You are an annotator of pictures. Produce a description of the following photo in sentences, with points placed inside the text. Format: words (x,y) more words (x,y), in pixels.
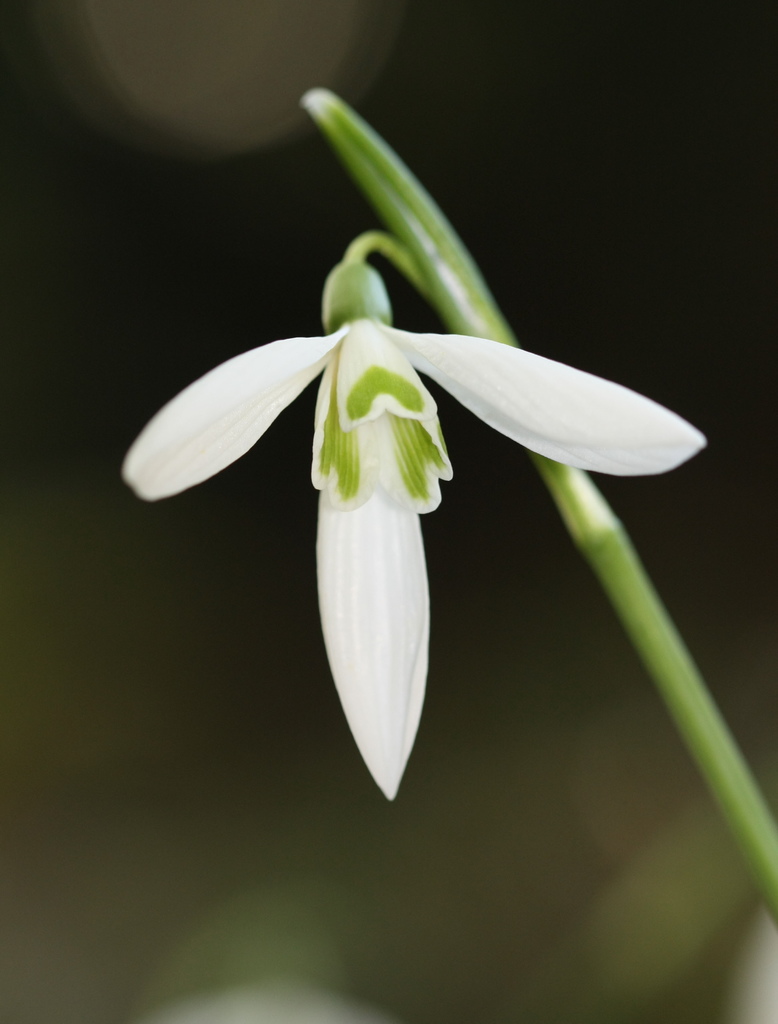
In this image there is a flower (367,423) to the stem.
